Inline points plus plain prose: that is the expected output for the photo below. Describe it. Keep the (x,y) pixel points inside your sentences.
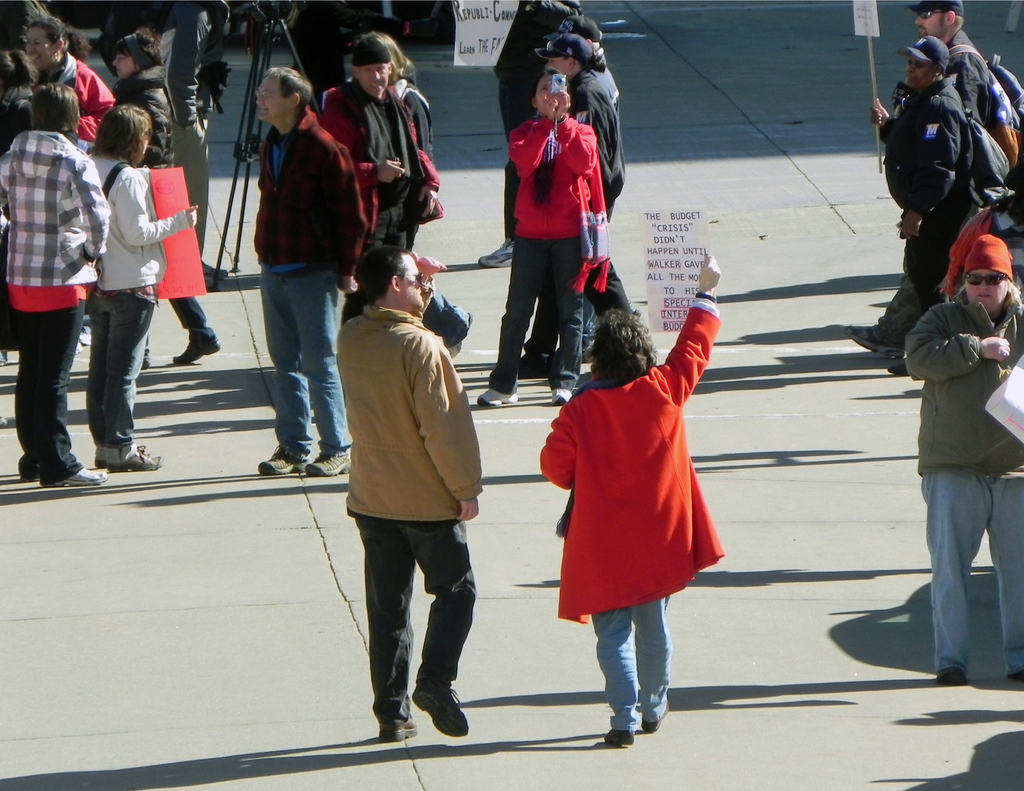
In the image there are a group of people (164,72) standing on the ground (810,68) and it looks like they are protesting against something, some of the people (710,271) are holding some papers (667,269) in their hand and behind them on the left side (285,21) there is a camera (261,5).
